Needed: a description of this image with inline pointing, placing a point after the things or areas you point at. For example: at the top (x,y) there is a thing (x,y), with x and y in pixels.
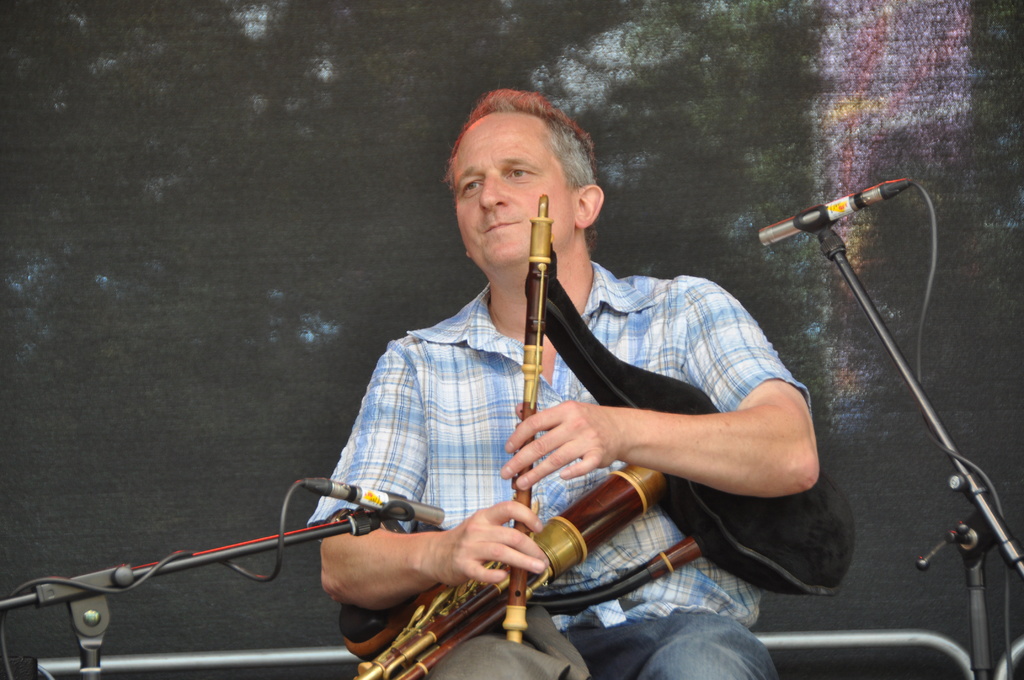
In the image there is a man (664,344) sitting and holding musical instruments (570,512) in his hands (481,541). And also there are stands (94,640) with mics (414,504). Behind the man (675,671) there is a wall (954,187) with painting (831,428).
